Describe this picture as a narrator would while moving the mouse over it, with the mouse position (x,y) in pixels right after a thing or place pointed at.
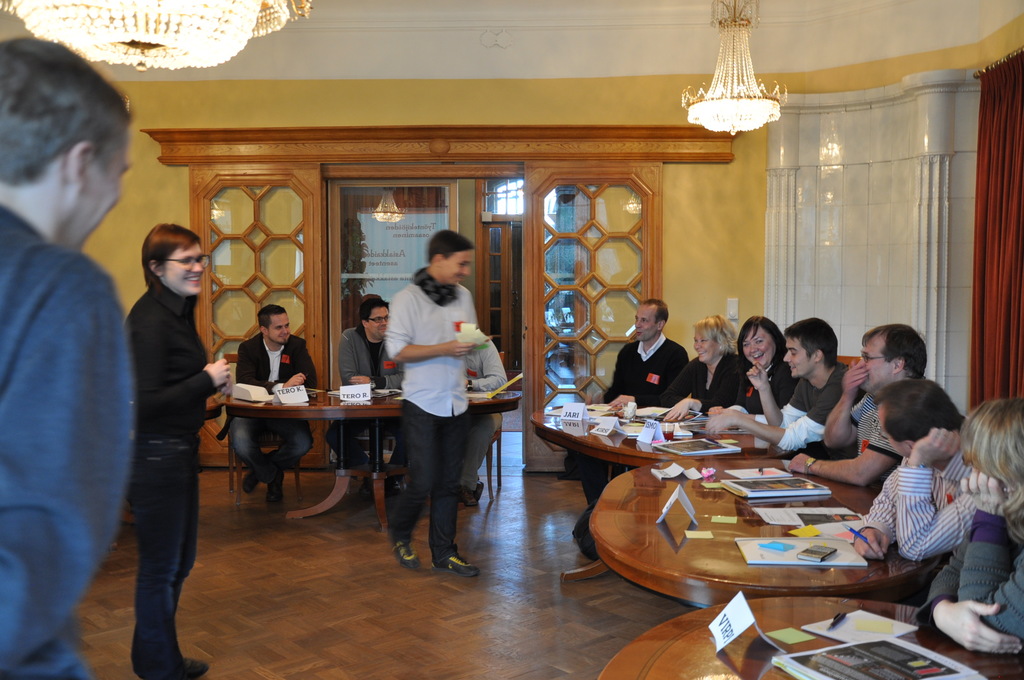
There are so many people (379,382) sitting around the table (677,557) and there are some books (721,446) on table (807,572). Above them there is a chandelier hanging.
